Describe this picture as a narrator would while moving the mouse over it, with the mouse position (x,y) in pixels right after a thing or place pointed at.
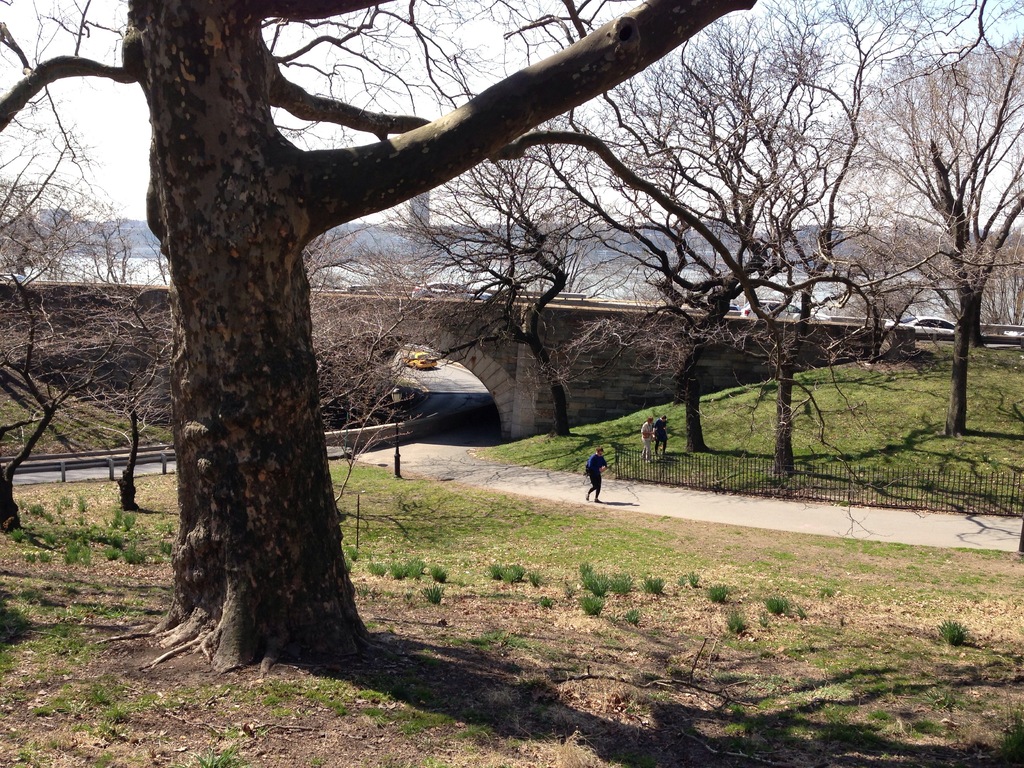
In this picture there is a big tree trunk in the front of the image (358,664). Behind there are three friends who are walking in the park area (788,496). Behind there are some dry trees (791,466) and black color railing (790,499). In the background (608,321) we can see old bridge (529,323).
